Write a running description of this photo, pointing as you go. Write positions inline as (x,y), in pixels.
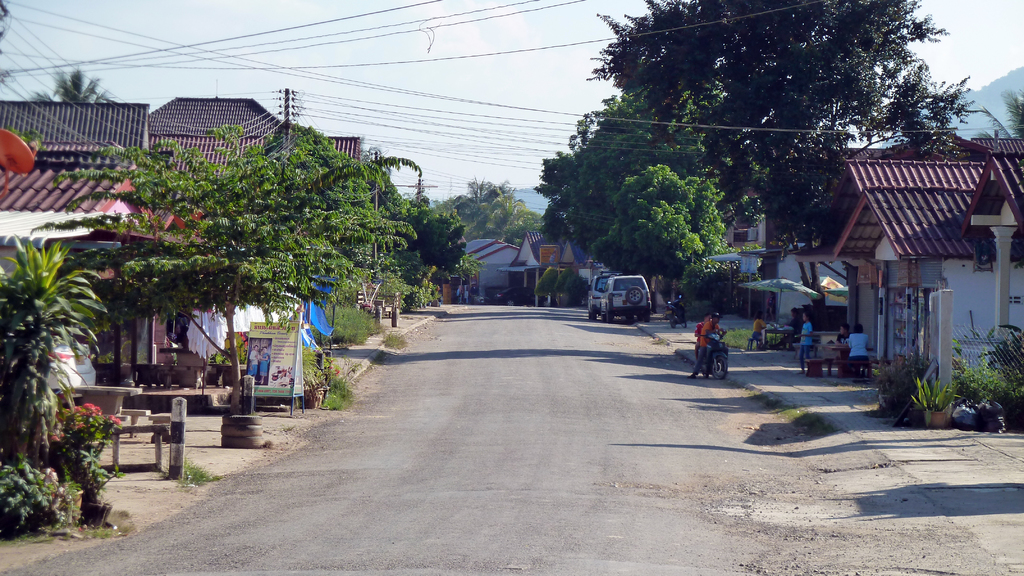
In this image we can see a road (566,450), vehicles (642,280), bikes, people (855,347), houses (48,129), plants (71,499), flowers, banners (300,393), trees (479,210), grass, wires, and few objects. In the background (424,113) there is sky (340,12).
